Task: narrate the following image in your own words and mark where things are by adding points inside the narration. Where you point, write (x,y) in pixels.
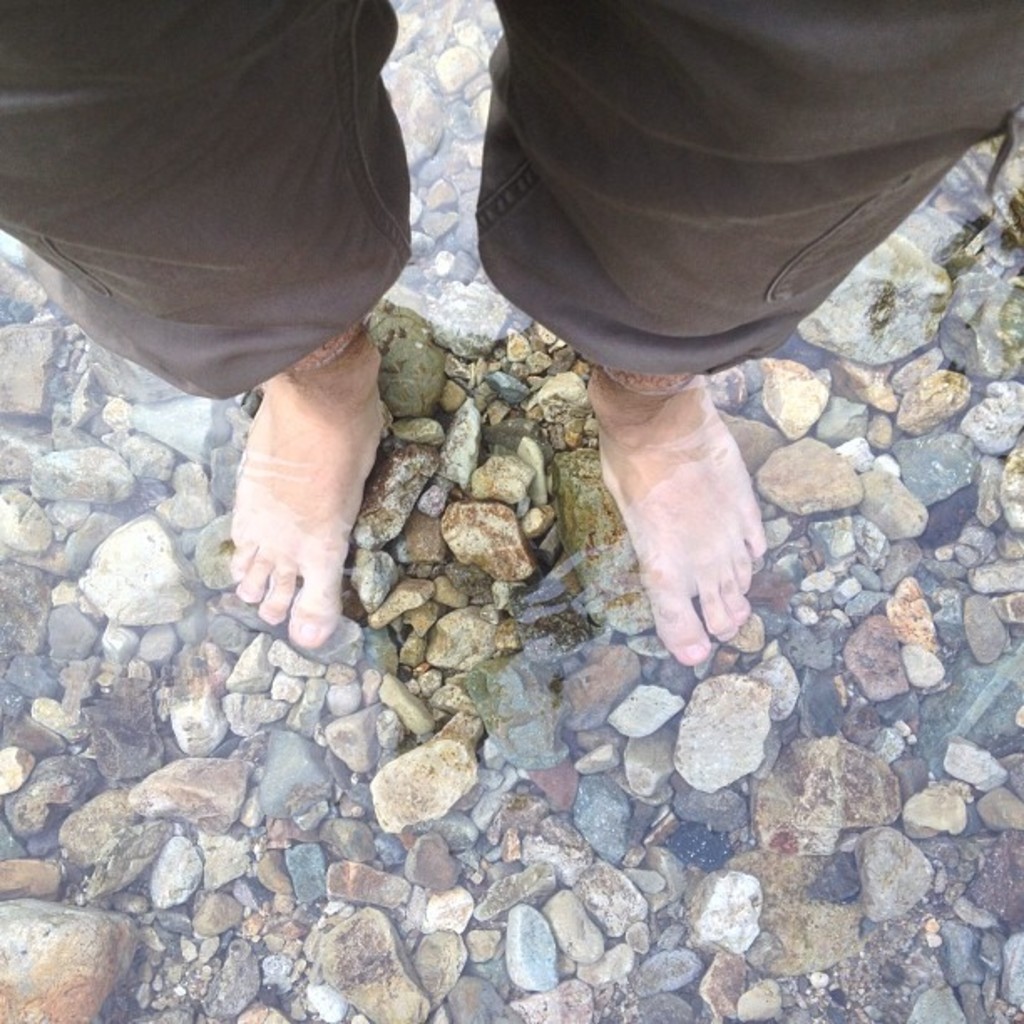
In this image I can see water (468,744) and through the water (494,782) I can see some stones (556,819) and a rock (29,1009) and to the top of the image (266,173) I can see a person's legs (671,143) who is wearing brown colored pant (259,184).
